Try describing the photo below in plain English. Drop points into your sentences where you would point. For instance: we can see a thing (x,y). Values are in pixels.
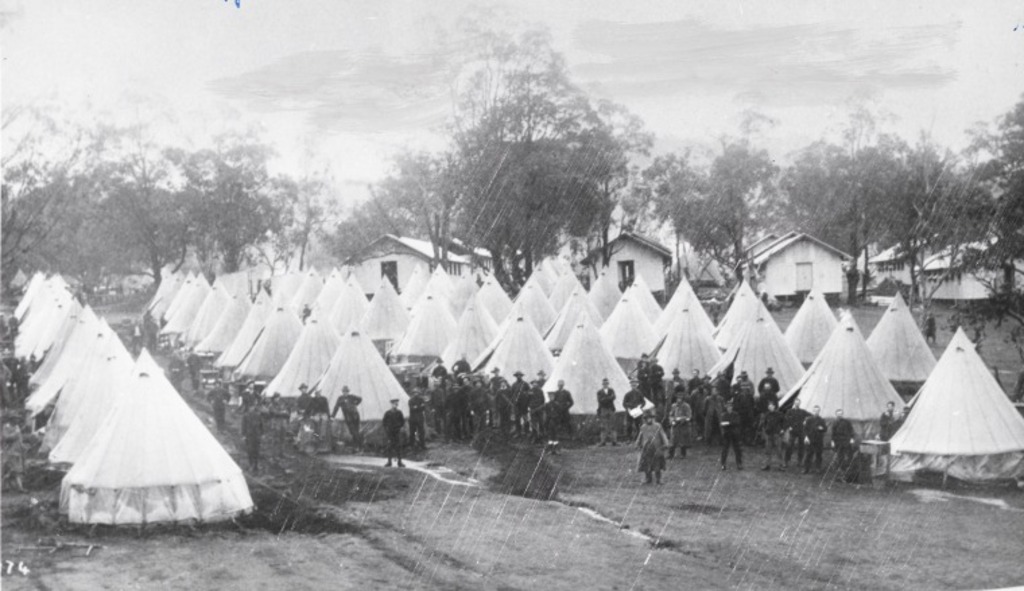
In this image, we can see so many tents (375,364), group of people (218,426) are standing on the ground (688,548). Top of the image (959,196), there are so many trees (498,243) and houses (779,267) we can see.
